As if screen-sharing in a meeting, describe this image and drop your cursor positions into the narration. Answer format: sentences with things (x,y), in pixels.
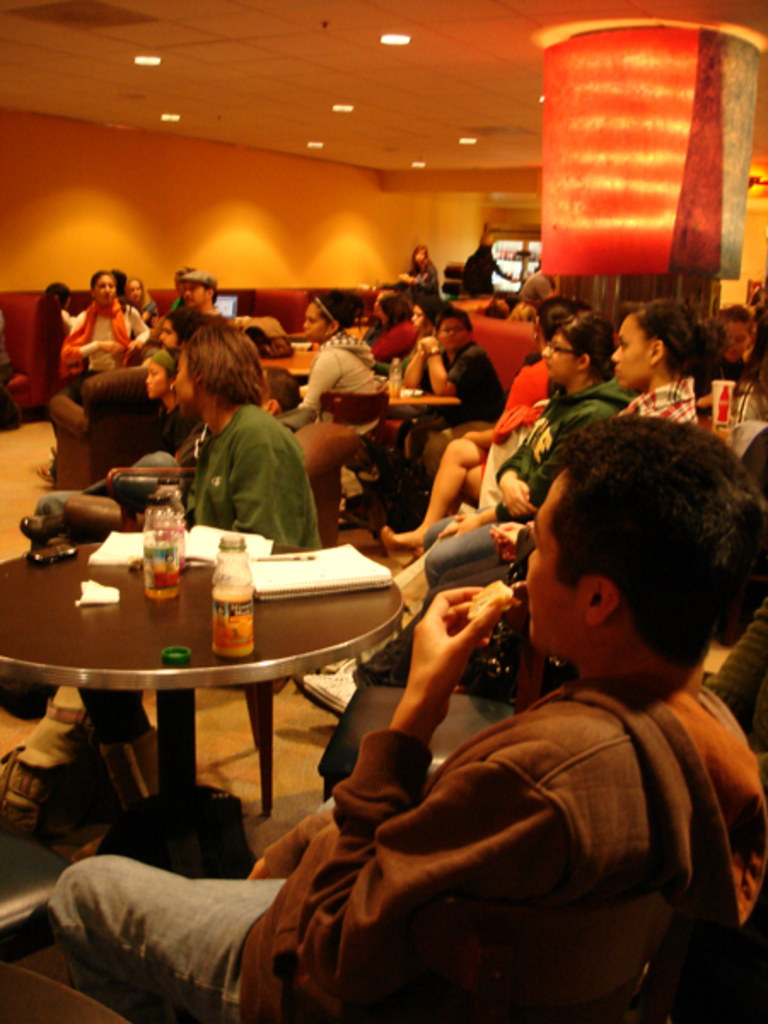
This is a picture taken in a room (61,961), there are a group of people (569,643) sitting on chairs (69,1013) in front of these people (488,832) there is a table (51,664) on the table (57,670) there are bottle (246,629), book (297,587), pen (290,560) and a phone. Behind the people (284,494) there is a pillar (593,206) and a wall (185,251) and there is a ceiling light (311,147) on top (392,45).
